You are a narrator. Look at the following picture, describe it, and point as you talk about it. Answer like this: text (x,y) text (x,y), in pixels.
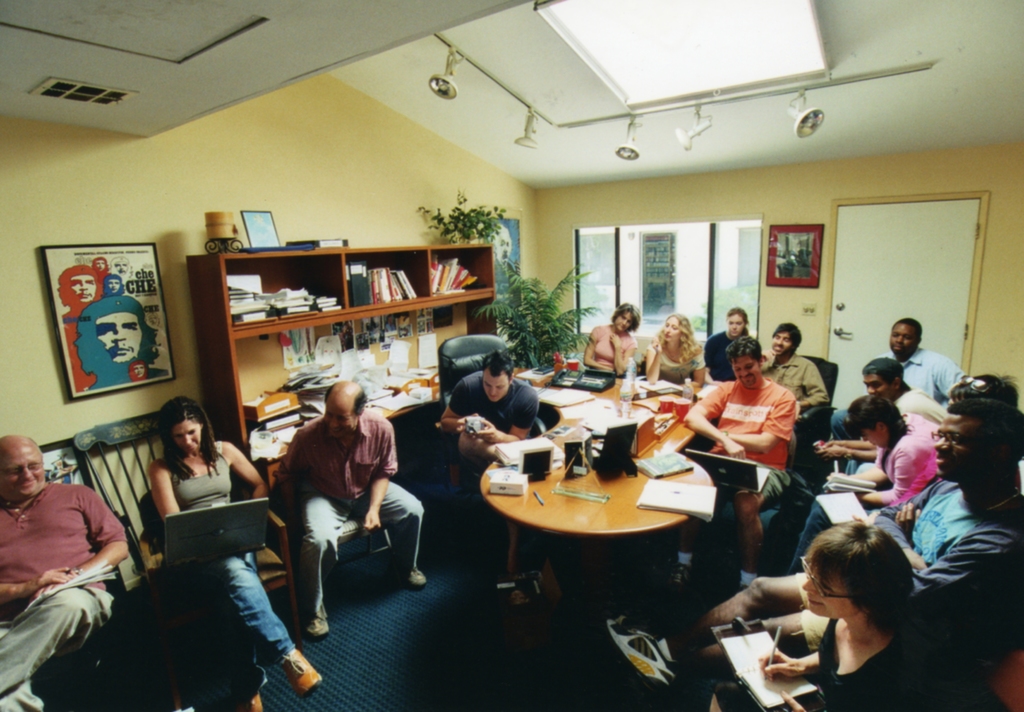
In this image there are group of people (741,417) who are sitting on a chair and in the middle (598,440) there is a table (561,470) on that table (593,504) there are some papers (553,395), books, pens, are there and on the top (605,106) there is a ceiling (492,87) and light (726,26) is there. On the left (146,179) and right side (962,179) there is a wall (429,148) on that wall (974,175) there are some photo frames (507,268). In the middle (436,252) there is a rack (224,335) in that rack (251,328) there are some books (377,276) and in the middle (528,308) there is a plant (544,312) beside that plant (550,291) there is a window (709,278) and one door (879,271) is there.
